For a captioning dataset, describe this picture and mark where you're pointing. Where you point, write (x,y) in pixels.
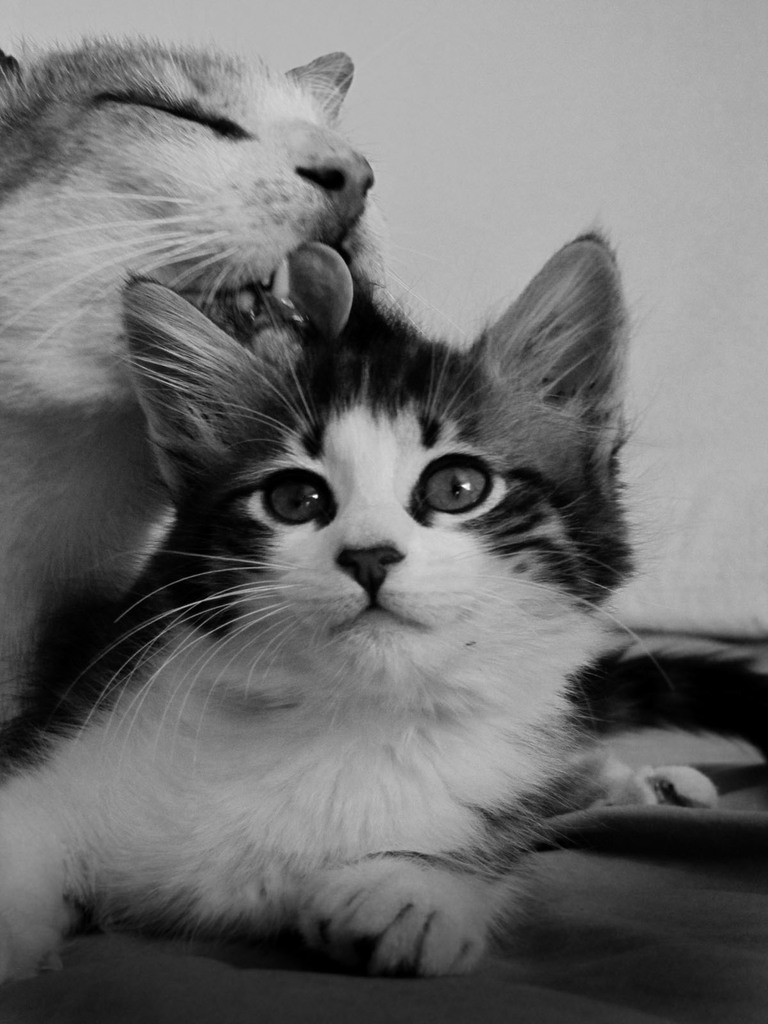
We can see two cats (193,171). In the background (610,192) it is white.
